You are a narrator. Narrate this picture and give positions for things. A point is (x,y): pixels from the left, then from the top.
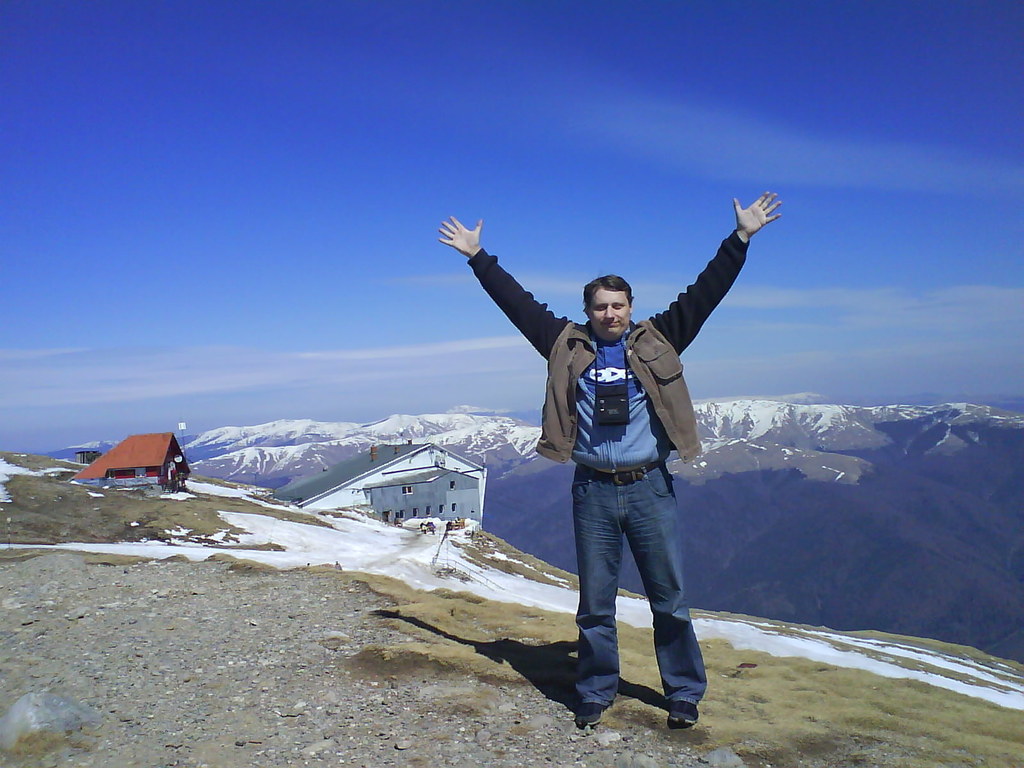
In this image I can see a person (650,589) standing with open hands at a hill station (419,605). I can see buildings (120,472) and at the top of the image (325,145) I can see the sky (333,165).
